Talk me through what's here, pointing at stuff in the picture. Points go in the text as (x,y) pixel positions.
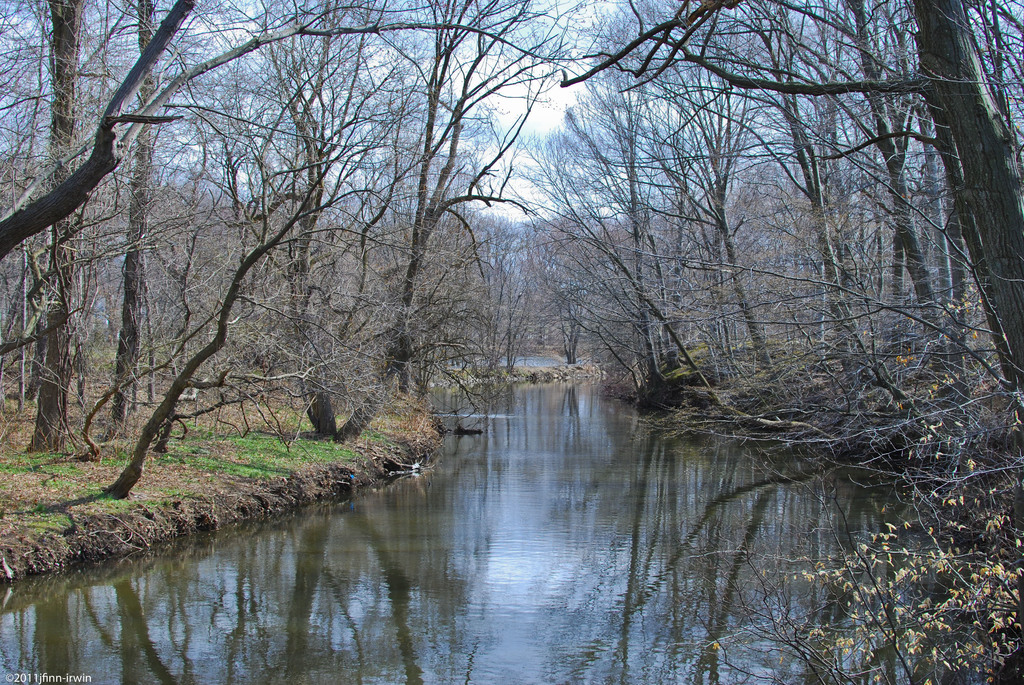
In this image, we can see so many trees (347,342), plants (999,484) and grass (77,499). Here we can see a water (576,453). Background (643,78) there is a sky (495,103).
